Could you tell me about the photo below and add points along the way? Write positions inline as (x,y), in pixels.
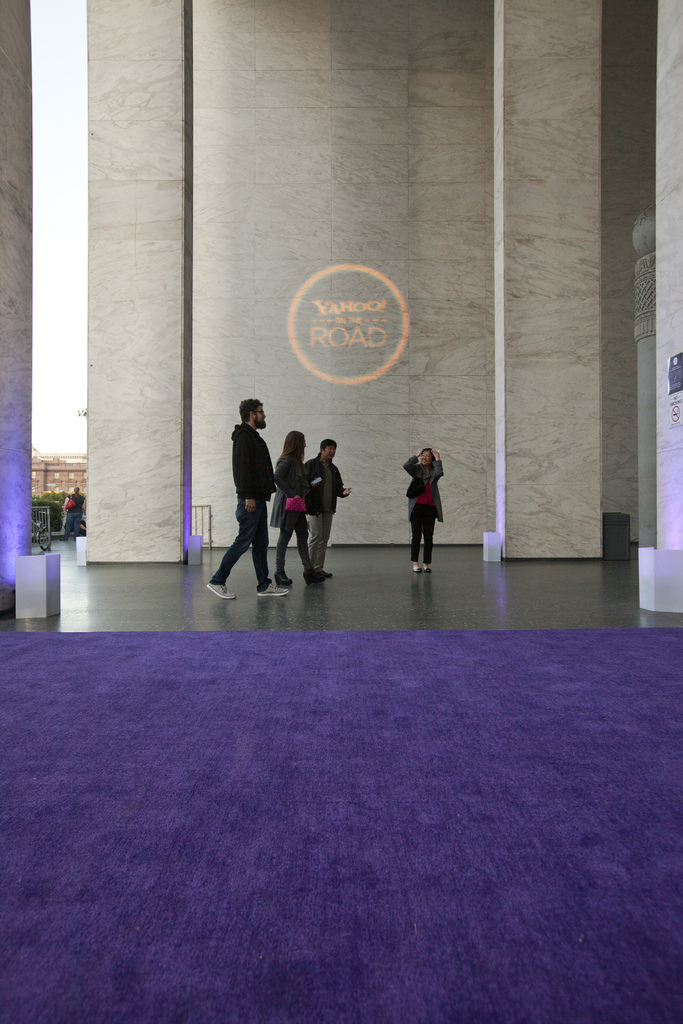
Here in this picture we can see a group of people (322,528) walking on the floor (328,628) and in the front (294,663) we can see a carpet (529,923) present and we can see pillars (667,169) present on either side and in the middle of the wall (375,301) we can see a logo (323,335) present and in the far we can see plants (62,509) and trees (62,500) present and we can also see other buildings (75,479) present and we can see the sky (65,211) is cloudy.
